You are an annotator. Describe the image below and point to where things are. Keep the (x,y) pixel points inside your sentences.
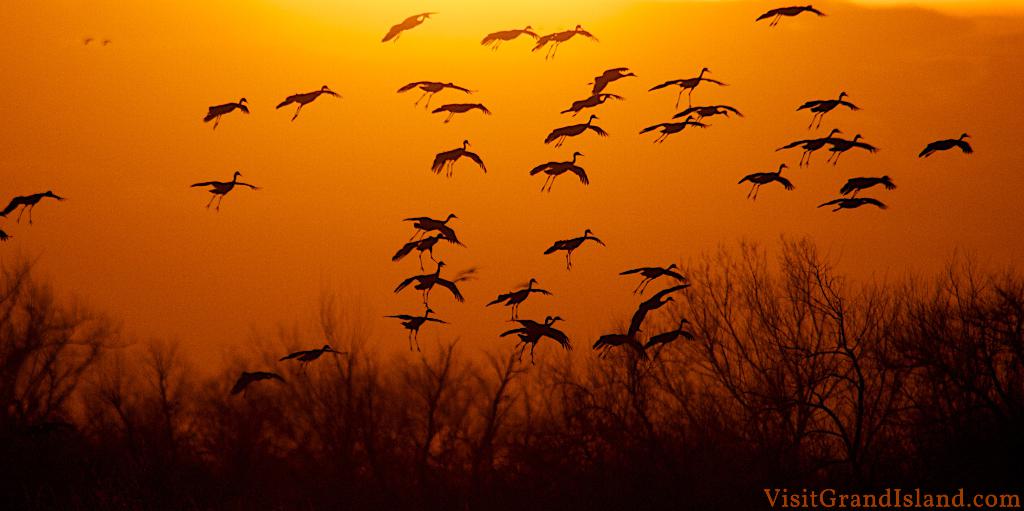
In this image I see the birds (221,112) and I see number of plants (605,410) and I see the sky (206,14) and I see the watermark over here and I see that the sky (275,80) is of yellow and orange in color.
